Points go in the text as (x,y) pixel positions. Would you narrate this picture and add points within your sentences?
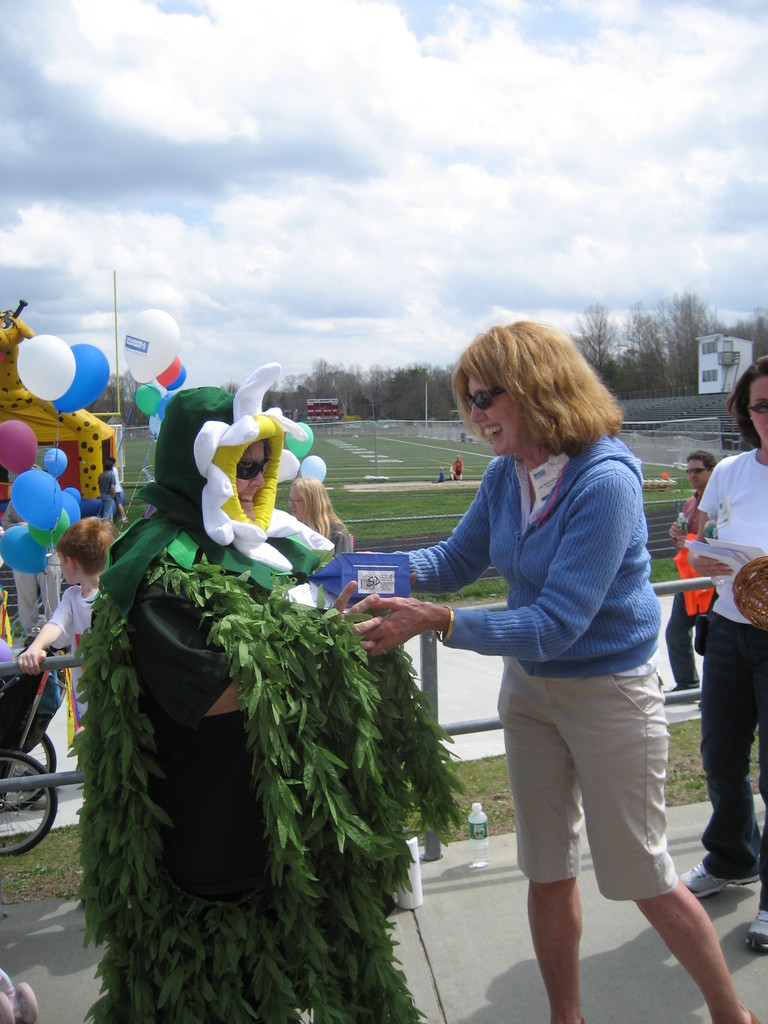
In this picture we can see the woman (663,743) wearing a blue sweater (600,663), standing in the front (390,648) and handing a package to the person (286,660) wearing plants costume (287,735). Behind there are some colorful balloons (54,494), field (381,467) and some dry trees (676,363). On the top (403,217) we can see the sky (403,217) and clouds (390,201).
